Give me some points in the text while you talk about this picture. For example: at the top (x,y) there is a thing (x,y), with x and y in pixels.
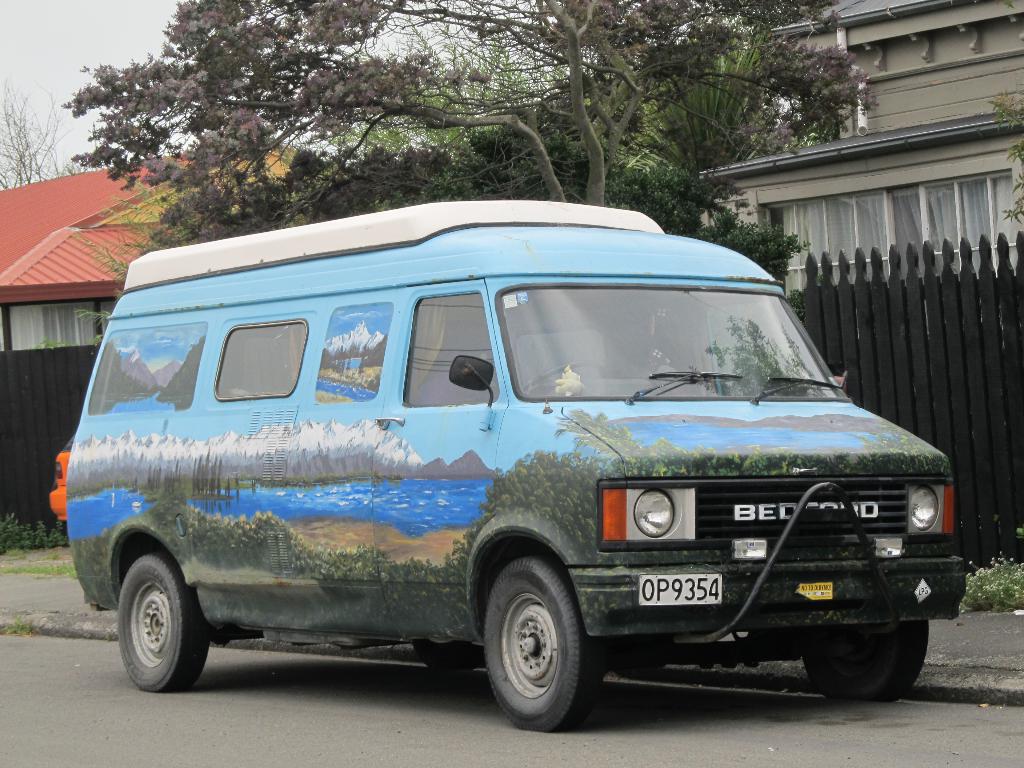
In the middle of the image (542,426) we can see a van (513,564) on the road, beside the van (659,346) we can find few trees (525,140), buildings (773,193), wooden fence (854,323) and a car (59,474).
